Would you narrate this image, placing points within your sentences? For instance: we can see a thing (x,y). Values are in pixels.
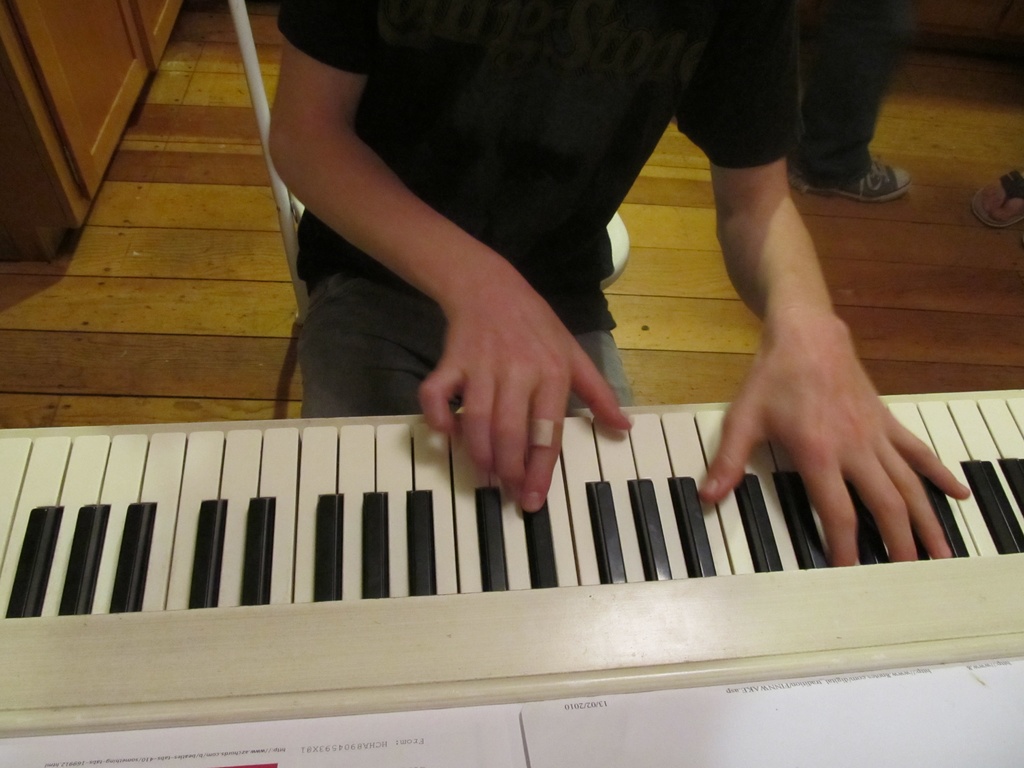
a person (496,454) is playing keyboard (562,579). behind him there are legs (835,144) of 2 other persons (842,187).
